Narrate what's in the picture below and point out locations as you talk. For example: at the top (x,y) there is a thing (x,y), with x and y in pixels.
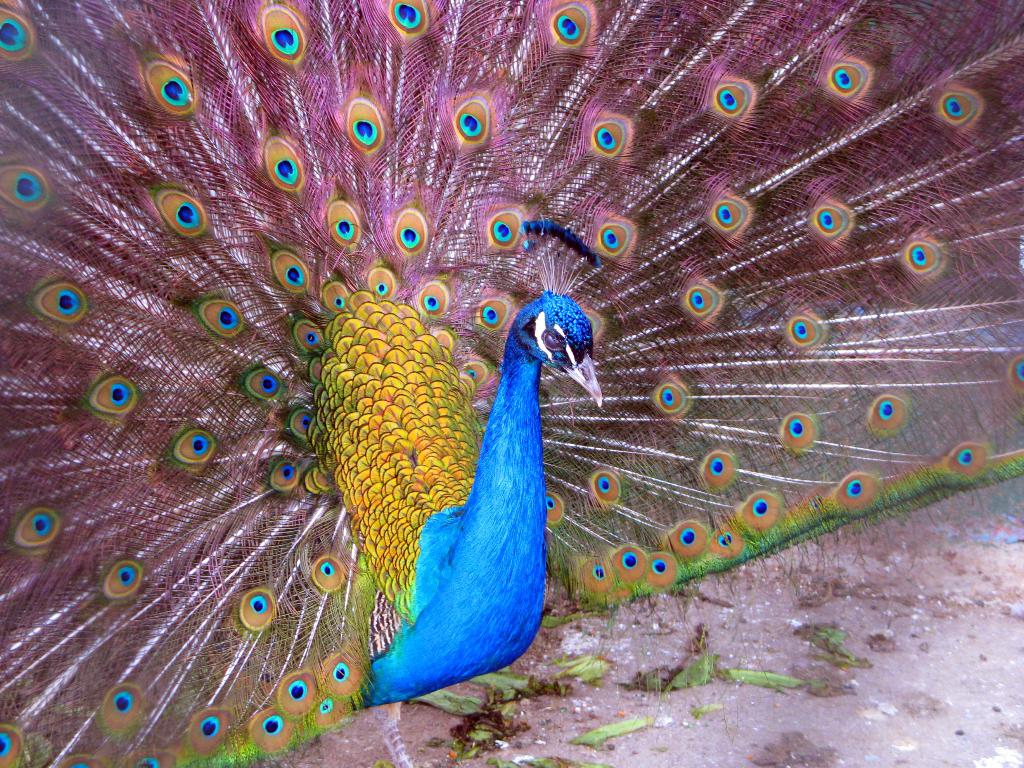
In this picture, we see a blue peacock (424,457) is opening its feathers (664,393). At the bottom (693,714), we see the leaves (673,688), grass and soil (913,720). This might be an edited image.
